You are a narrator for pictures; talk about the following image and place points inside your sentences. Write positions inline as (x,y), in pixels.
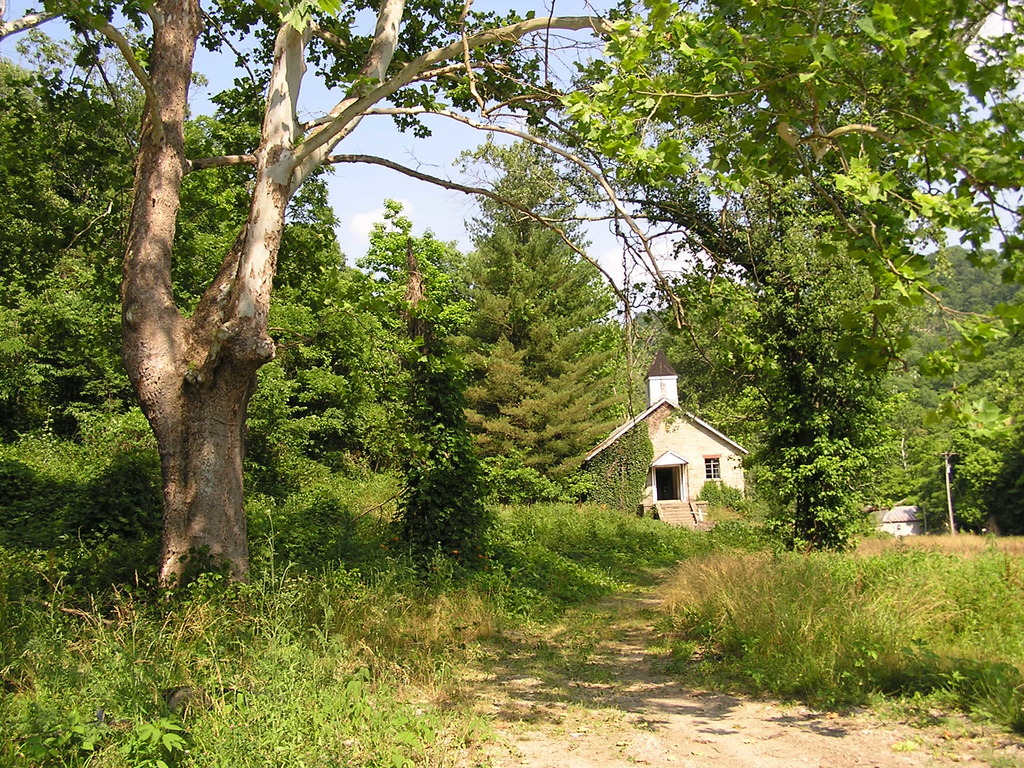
On the right side of the image (897,534) we can see the houses (908,515), roofs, window (717,461), door (663,473), stairs (676,510), pole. In the background of the image (974,498) we can see the trees (404,423). At the bottom of the image (431,596) we can see the plants (439,649), path (656,686). At the top of the image (449,168) we can see the sky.
